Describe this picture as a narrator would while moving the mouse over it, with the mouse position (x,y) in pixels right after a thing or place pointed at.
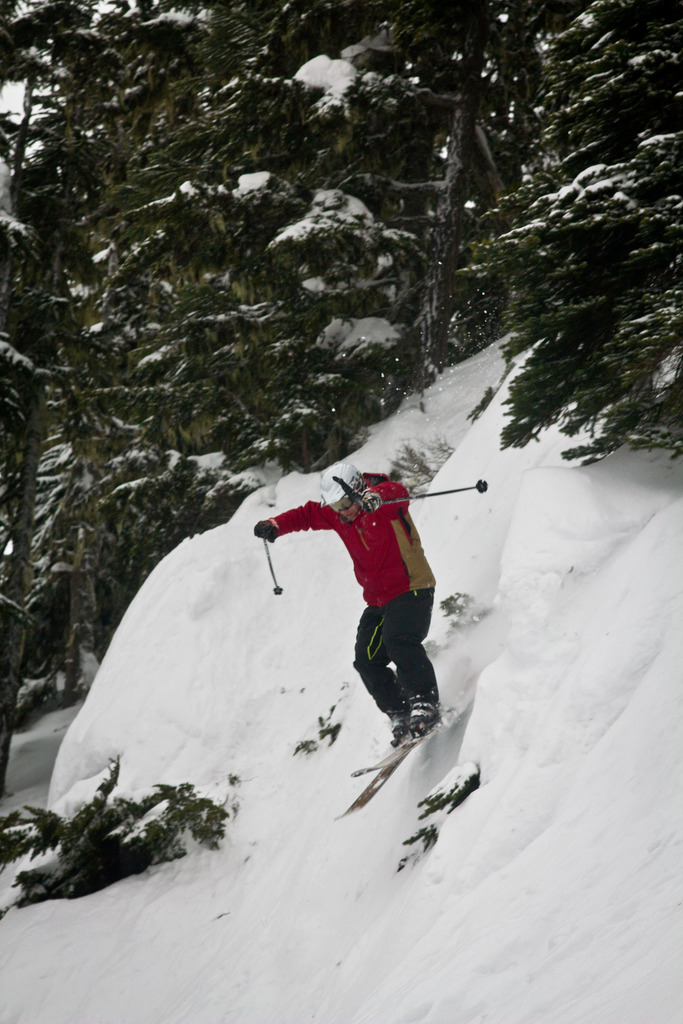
In this picture we can see a person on skis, he is holding some objects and in the background (275,761) we can see snow (260,643), trees (641,406).
